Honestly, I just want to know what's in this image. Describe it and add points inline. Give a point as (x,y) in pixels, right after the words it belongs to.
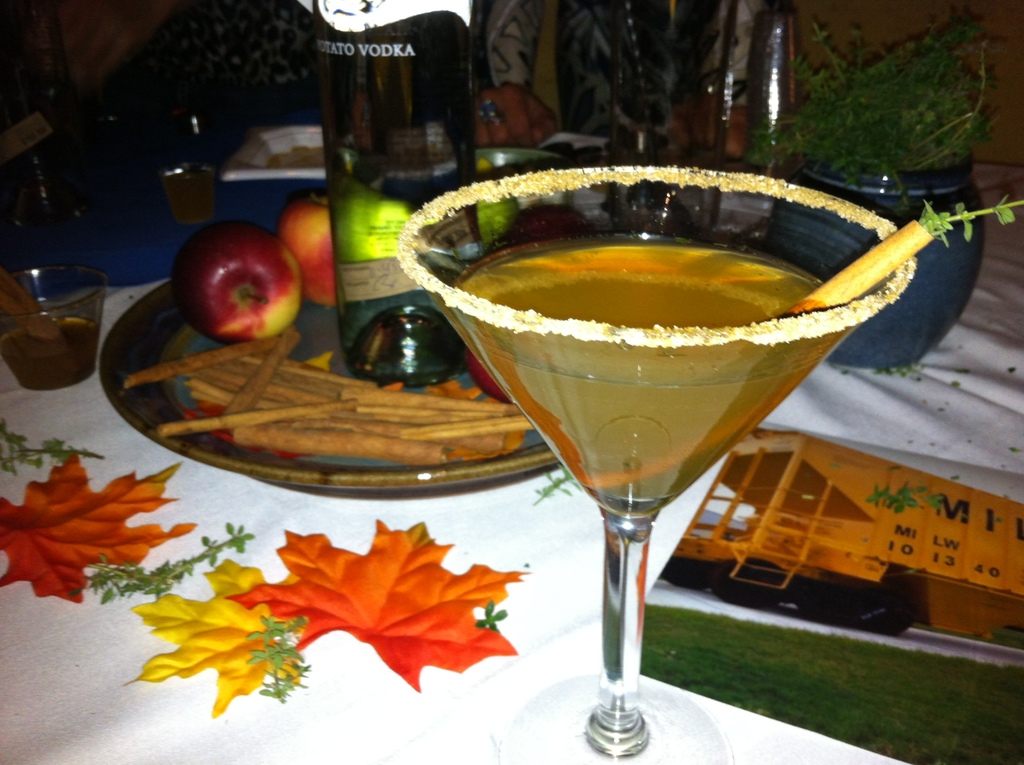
In the image in the center (359,501) we can see one table (487,639). On the table (375,501), there is a cloth (280,574), wine bottle (376,196), wine glass (574,417), bowls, plates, apples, sticks (274,438) and few other objects (950,304).
